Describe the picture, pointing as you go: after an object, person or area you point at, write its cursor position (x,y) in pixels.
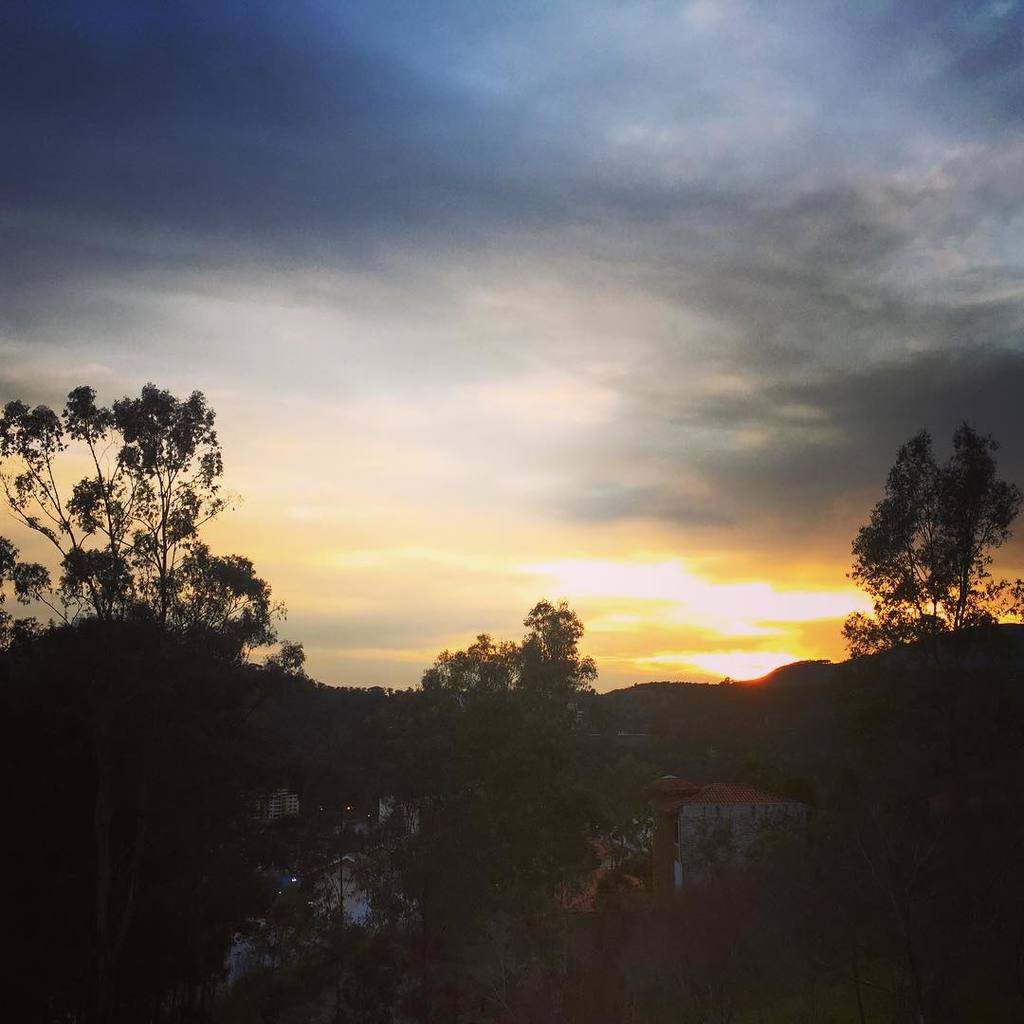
In this image we can see there are buildings (747,820), trees (480,829) and the sky (664,424).
